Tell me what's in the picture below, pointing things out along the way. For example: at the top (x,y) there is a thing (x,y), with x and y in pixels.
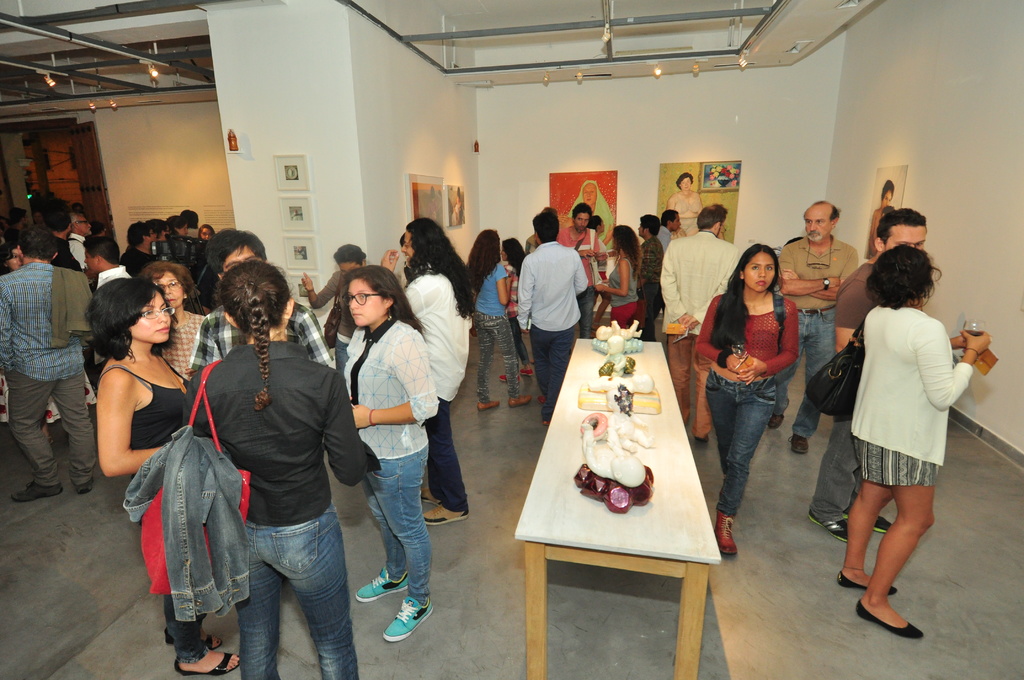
In this image I can see the group of people (385,318) with different color dresses (457,311). To the right (697,524) I can see the table (577,522) and I can see some objects (595,452) on the table (601,514). In the background (436,216) there are frames (430,201) to the wall (513,174). I can see few people (709,381) wearing the bags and one person (936,363) holding the glass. I can also see the lights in the top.
